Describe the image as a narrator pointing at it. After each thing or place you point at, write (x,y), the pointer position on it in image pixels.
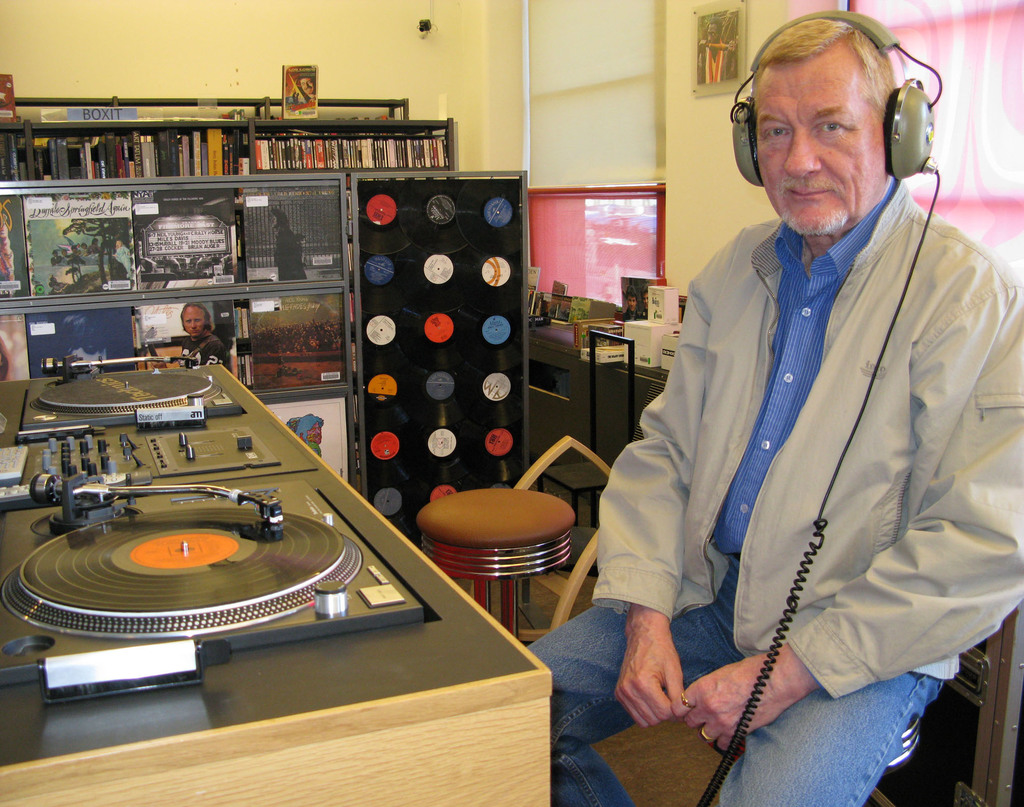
In this image there is a man (770,571) sitting and wearing a headphone (920,118). In front of the man (854,90) there is a musical instrument (144,493). In the background (245,240) there are photo frame (126,261) and there is a text (110,113) written on it. On the right side (987,84) there are windows (573,233) and a frame (714,56) on the wall (718,130) and there is a stool (515,527).
